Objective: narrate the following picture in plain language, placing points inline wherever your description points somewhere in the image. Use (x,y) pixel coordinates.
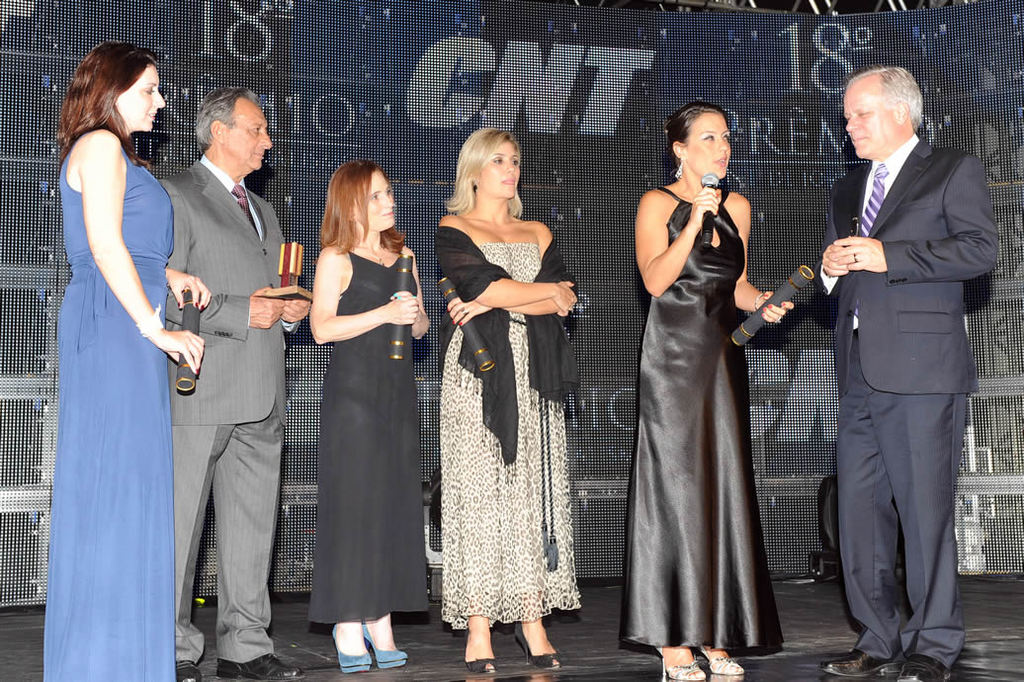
On the left side of the image (151,292) we can see two persons (171,338) are standing and holding something in their hands (258,296). In the middle of the image (509,328) we can see two ladies (468,479) are standing and holding something in their hands (387,305) and a digital screen (473,113) is displayed back of them. On the right side of the image (714,650) we can see two persons (840,363) are standing and a lady (723,214) is holding a mike (710,228) and asking something to the opposite person (911,248).
